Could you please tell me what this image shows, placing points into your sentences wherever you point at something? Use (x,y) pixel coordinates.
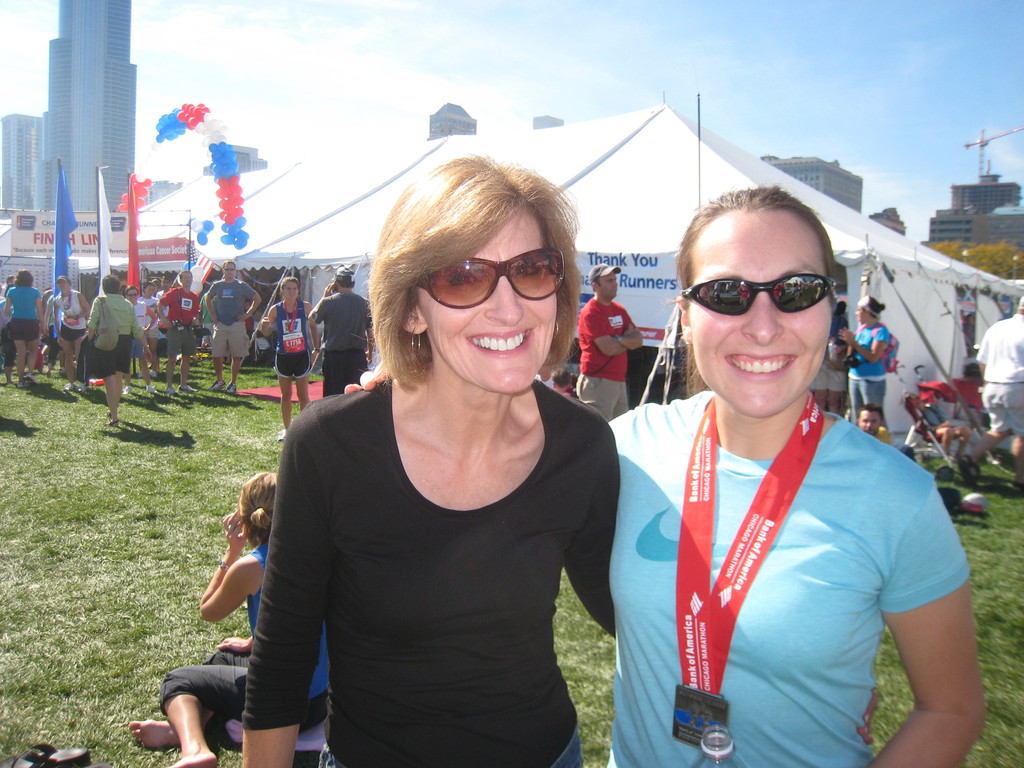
In the middle of the image (459,377) we can see two women (823,414) and they are smiling. Here we can see grass (88,454), people (195,757), tents (570,157), balloons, flags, trees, and buildings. In the background (400,44) there is sky (830,140).
